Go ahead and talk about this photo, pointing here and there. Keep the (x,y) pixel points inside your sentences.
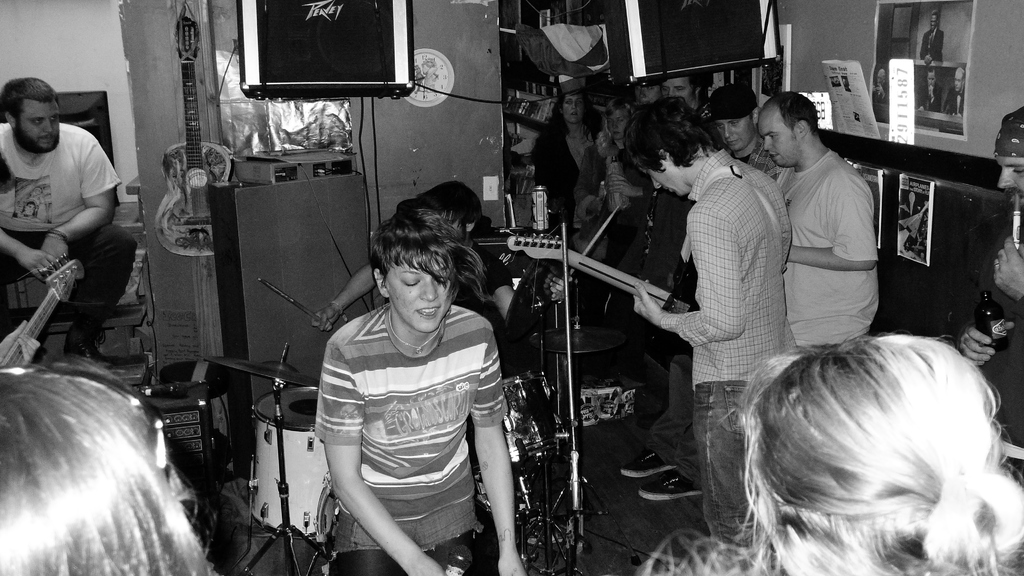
This picture describe about a group of boys and girls (406,295) who is performing a musical show in the room (414,334), Center we can see a girl (428,433) looking down and on the behind a person (453,218) sitting and playing drums (522,288). On the extreme left we can see a person (84,264) wearing white t-shirt (76,180) and sitting. Right side (809,277) we can see group of people (794,213) standing and watching the show. On wall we can see speaker (391,47), poster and guitar (205,247) hanging.
